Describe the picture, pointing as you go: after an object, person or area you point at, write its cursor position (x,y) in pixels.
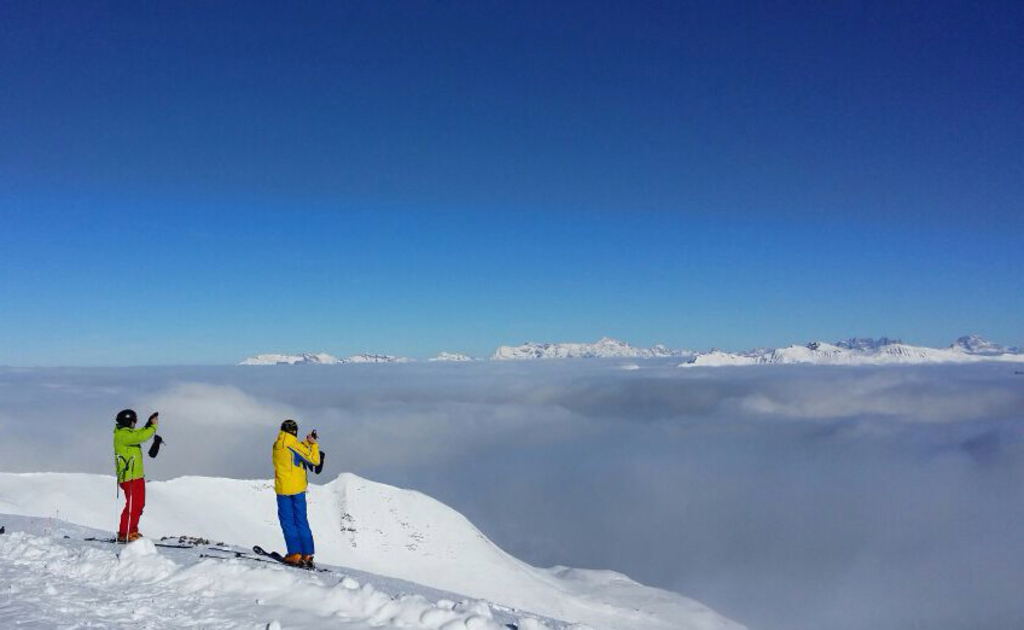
This picture is clicked outside the city. In the foreground (296,484) we can see the two persons (133,431) holding some objects (321,468) and standing on the ski-boards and we can see there is a lot of snow (328,588). In the background (674,342) we can see the hills (906,356) and the sky (349,255).
